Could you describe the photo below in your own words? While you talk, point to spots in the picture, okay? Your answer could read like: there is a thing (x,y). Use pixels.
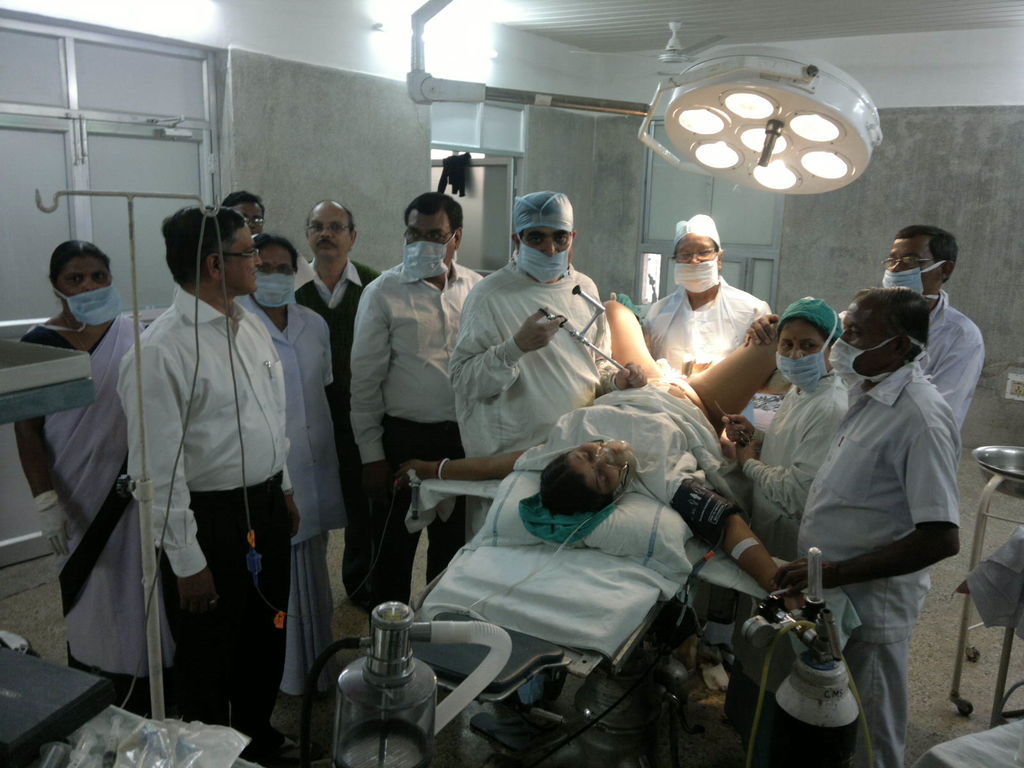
In this image we can see persons (361,357) standing on the floor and a person (602,500) is lying on the stretcher (636,561). In the background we can see electric lights (727,148), ceiling fan (661,60), doors (65,200), windows (679,178) and operating equipment (966,615).
